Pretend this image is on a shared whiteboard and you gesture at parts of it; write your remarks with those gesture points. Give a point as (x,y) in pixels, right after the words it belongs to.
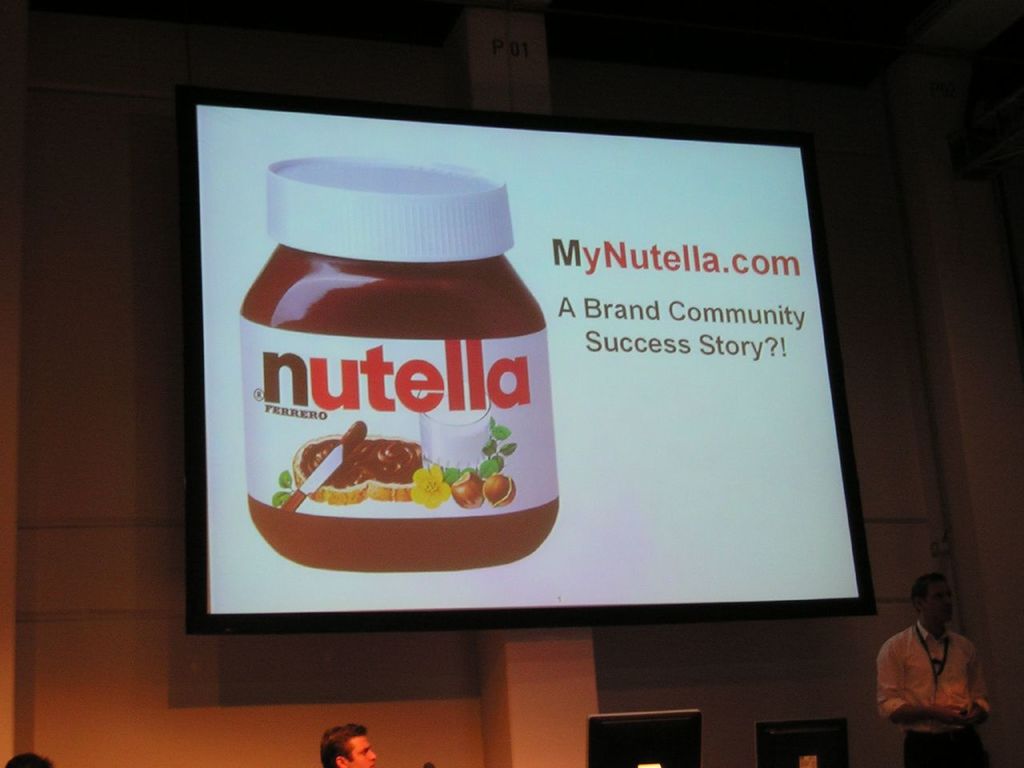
In this image there is a screen (389,473) hanging on the wall (419,743). On the screen (473,472) we can see there is an image (430,306) of a bottle (408,304), beside that there is some text (637,333). Below the screen (379,597) there are few people (367,742), in front (670,752) the people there are few monitors (814,762) and on the right side (916,663) there is a person (942,704) standing.
